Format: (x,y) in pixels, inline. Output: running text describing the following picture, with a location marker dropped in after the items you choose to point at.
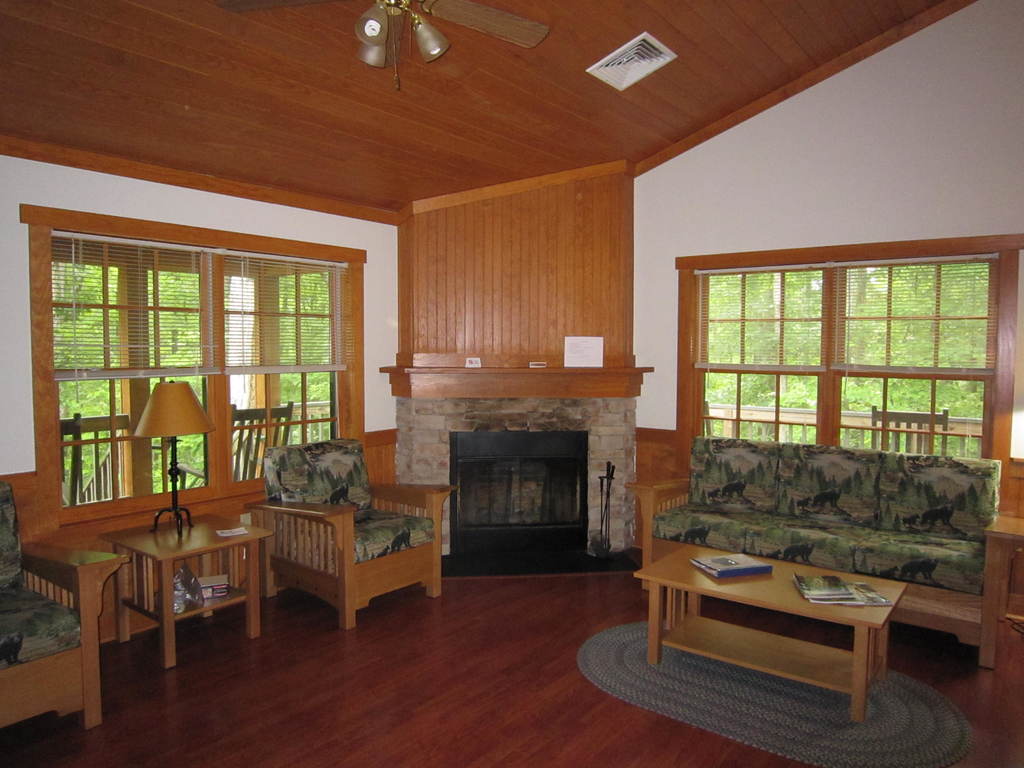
This picture shows an inner view of a house (659,21). We see couple of chairs (287,585) and a sofa (916,617) and we see a table (755,604) with book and papers (807,598) on it and a mat (924,733) under the table (719,639) and we see another table (178,553) with the table lamp (181,412) on it and we see a fireplace (529,480) and a ceiling fan (514,32) and lights (426,46) to it and we see trees (95,288) from the window glass (855,393).
